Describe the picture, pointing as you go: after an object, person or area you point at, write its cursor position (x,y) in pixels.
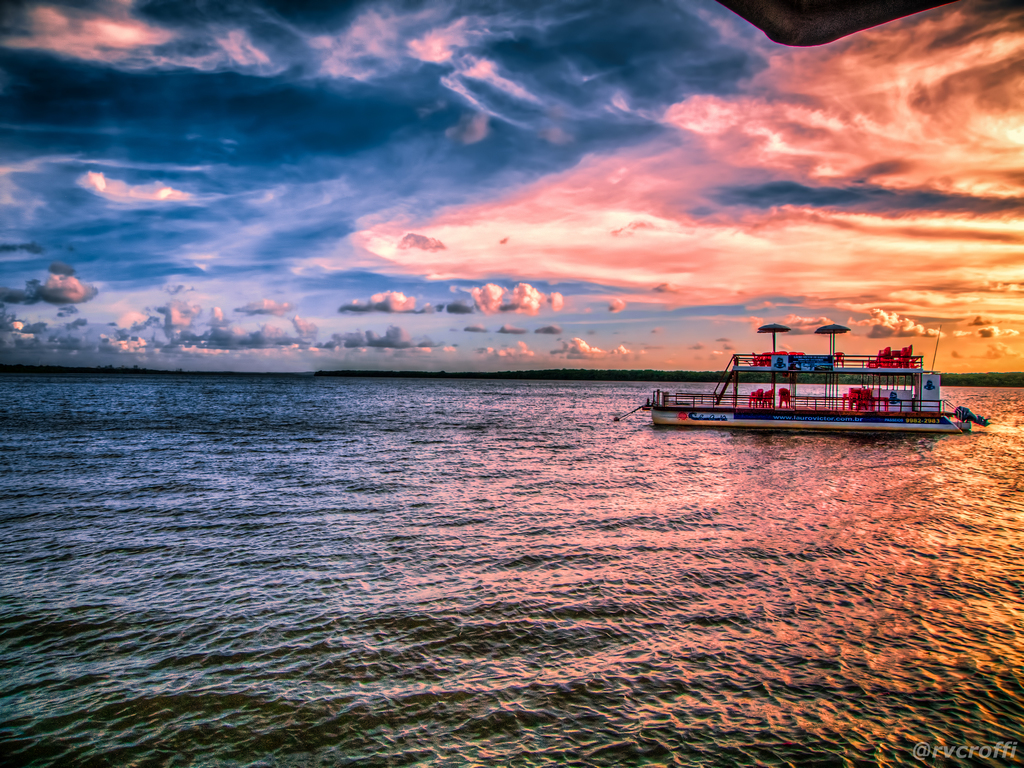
In this picture we can see a boat (894,417) on the water (711,592). On the boat (889,430) there are chairs (860,411) and umbrellas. In the background (670,324) there is sky (698,192) with clouds (876,291).
